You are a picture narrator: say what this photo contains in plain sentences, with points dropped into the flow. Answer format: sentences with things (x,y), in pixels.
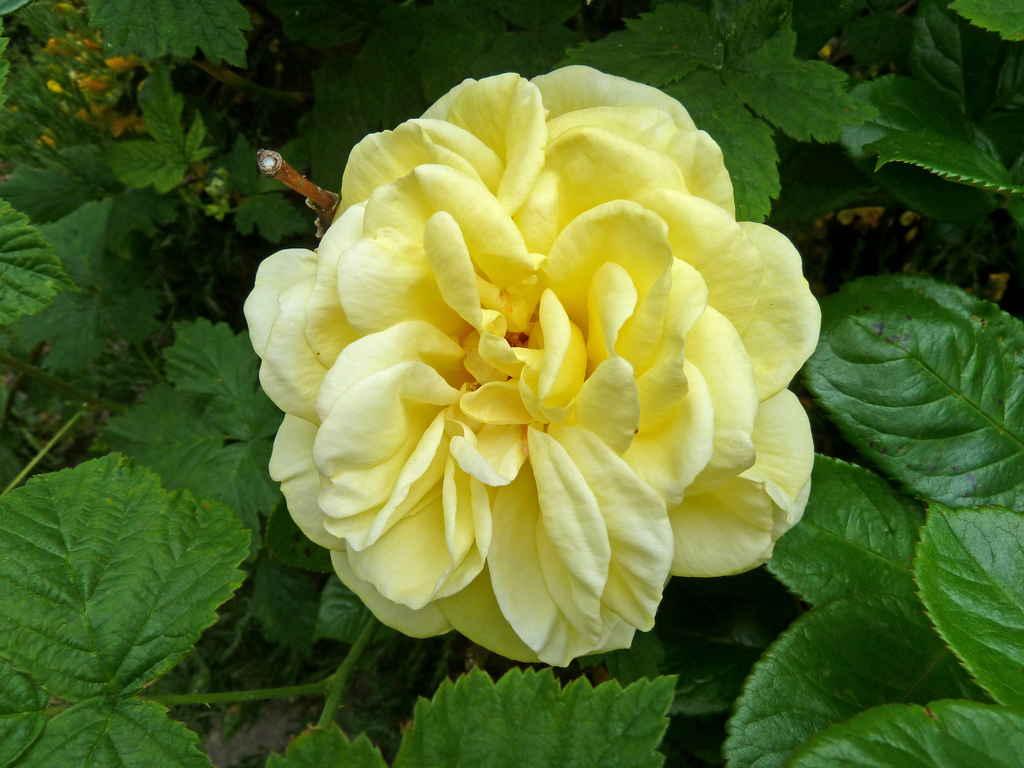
In this picture there is a yellow color rose (612,306) in the center of the image (473,389) and there are leaves (979,115) around the area of the image.
